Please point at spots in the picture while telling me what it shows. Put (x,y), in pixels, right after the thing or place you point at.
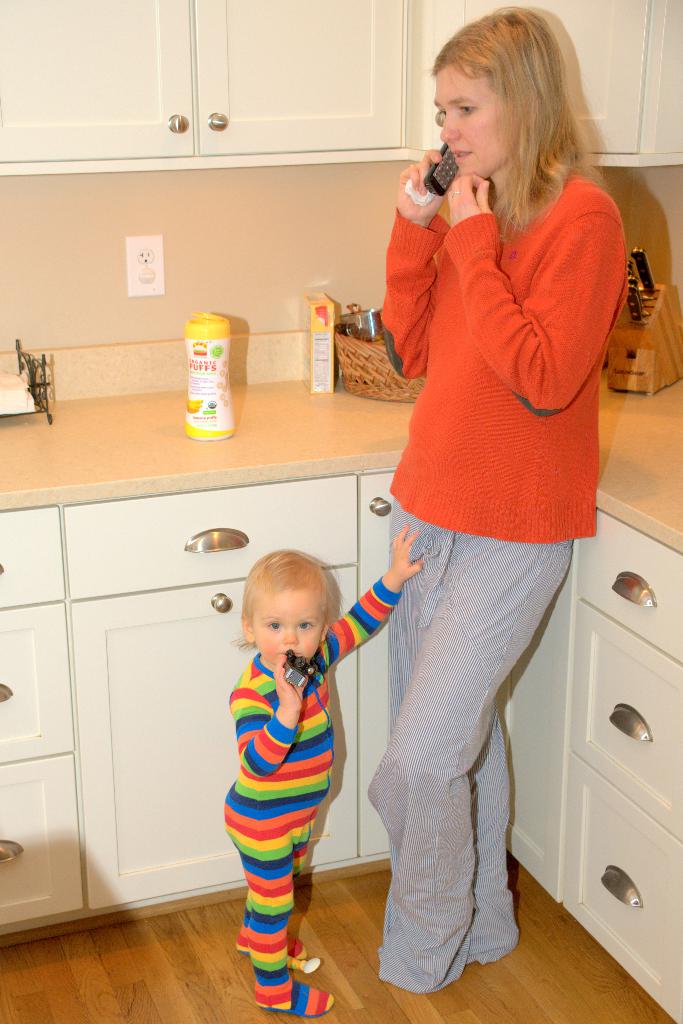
In the image we can see a woman (427,406) and a baby (323,715) standing and they are wearing clothes (312,743). The woman (516,249) is holding the device (446,178) in her hand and it looks like she is talking, and the baby (306,729) is holding an object (298,676). Here we can see floor (205,972), drawers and wooden basket (384,365). Here we can see tissue paper (0,405), knives (638,305) and the switchboard (148,263).
